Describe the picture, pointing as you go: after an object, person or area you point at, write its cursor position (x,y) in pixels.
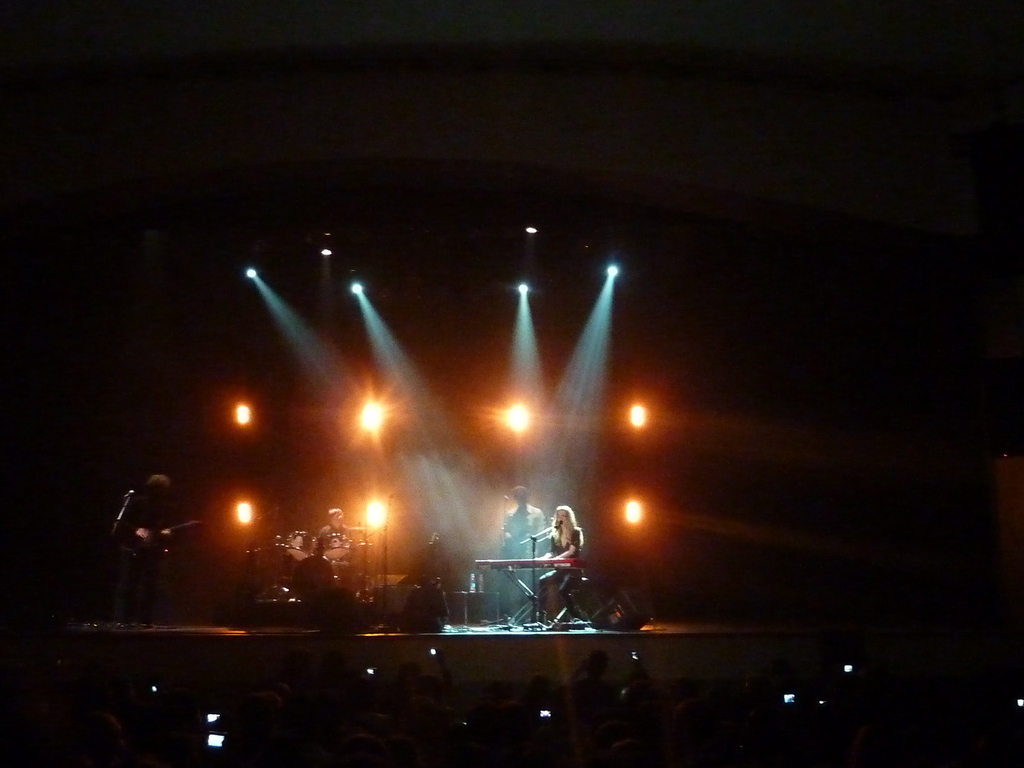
In this image I can see number of persons (528,701) are sitting and holding mobiles (213,740) in their hands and I can see the stage (323,632) on which I can see few persons (568,549) sitting in front of musical instruments (349,556), a person (511,533) standing, few microphones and few lights (312,355). I can see the dark background (167,267).
